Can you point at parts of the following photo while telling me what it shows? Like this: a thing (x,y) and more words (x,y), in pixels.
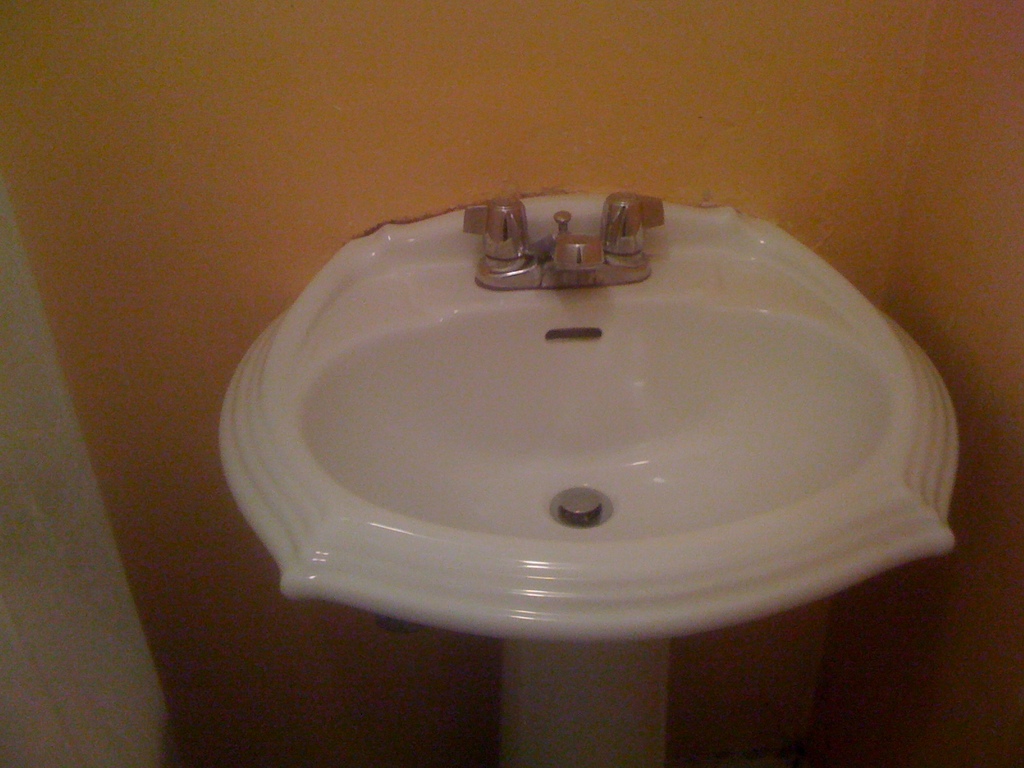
This is the picture of a room (1001,100). In this image there is a wash basin (647,502) and there are two taps (628,224) on the wash basin (695,624). At the back (310,108) there's a wall (378,80).
